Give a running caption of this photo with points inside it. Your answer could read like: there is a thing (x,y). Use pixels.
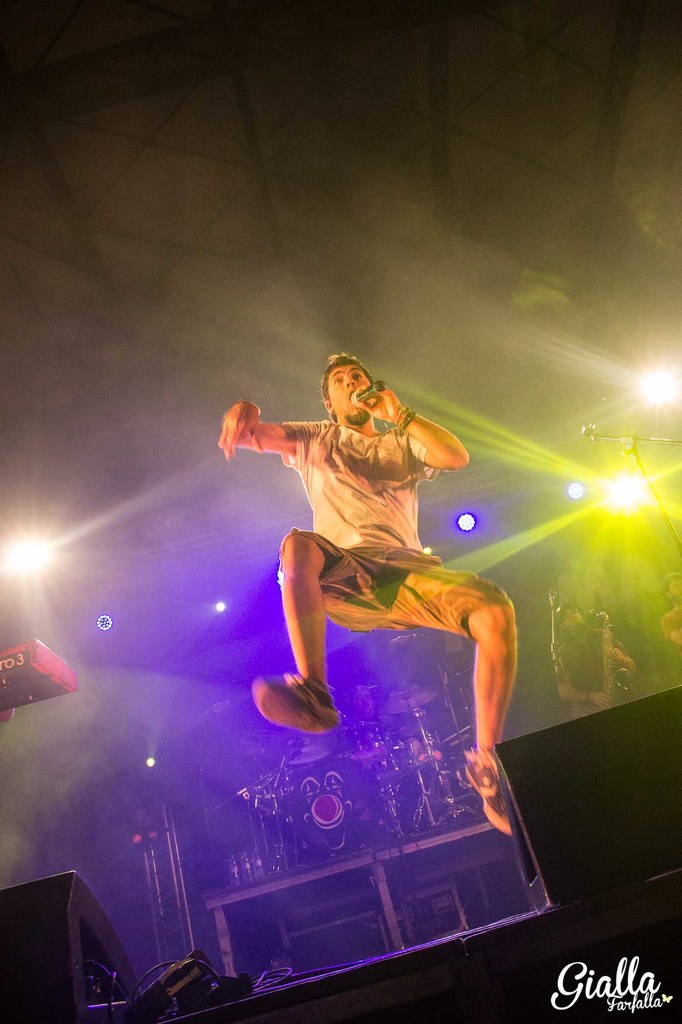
Background (651,365) portion of the picture is blur. In the background (606,483) we can see the lights (616,478), musical instruments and people (563,629) are visible. We can see a person (582,660) playing musical instrument (452,767). In this picture we can see few objects (654,853). We can see a man (351,396) is holding a microphone (369,396) and he is in the air. In the bottom right corner of the picture (615,992) we can see water mark (595,999).
